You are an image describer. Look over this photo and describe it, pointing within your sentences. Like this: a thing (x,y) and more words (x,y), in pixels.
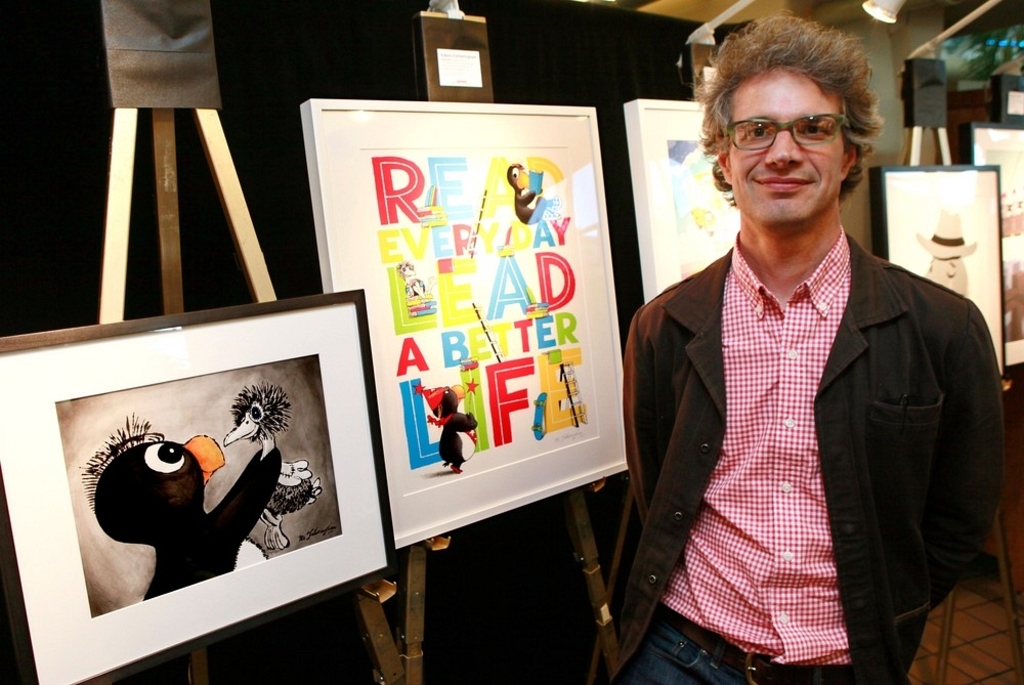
In this image on the right (744,384) there is a man (847,334), he wears a suit (843,454), shirt (787,514), trouser (672,658). On the left (292,435) there are photo frames (531,354), boards (506,231), stands (113,318). In the background (288,153) there are lights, curtains (571,50), stands (919,130) and wall (901,98).
